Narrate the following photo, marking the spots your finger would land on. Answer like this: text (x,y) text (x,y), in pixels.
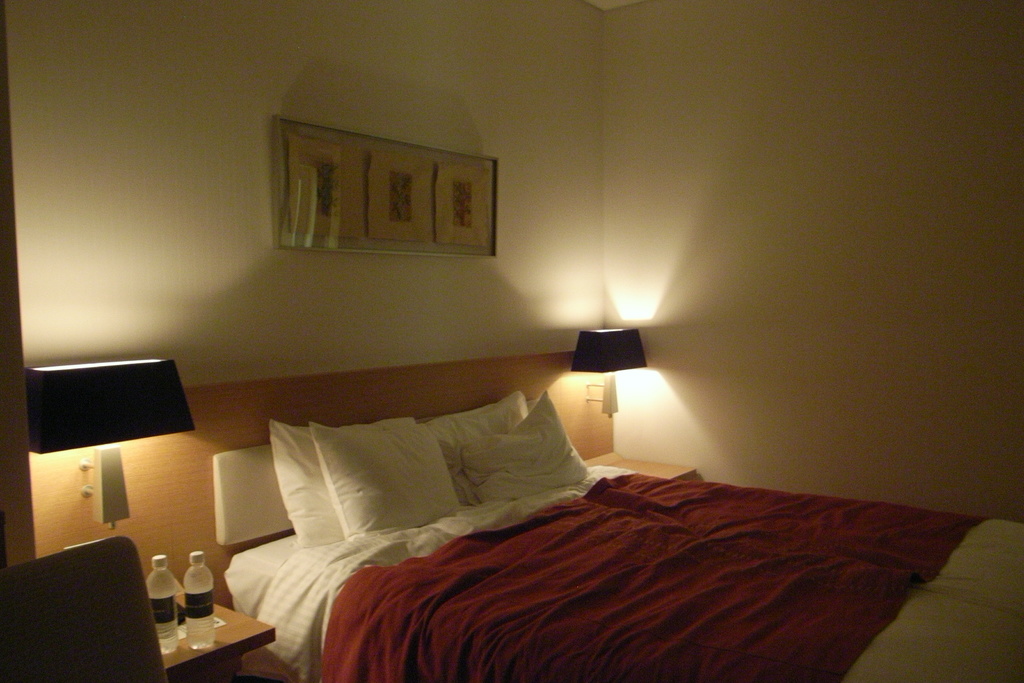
This is the inside view of a room (302,651) where we can see bed (961,664), table (209,668), lamps (131,426) and bottles (196,592). On the bed (444,590), we can see pillows (357,513) and bed sheet (664,586). We can see a frame (364,196) is attached to the wall (472,118).
